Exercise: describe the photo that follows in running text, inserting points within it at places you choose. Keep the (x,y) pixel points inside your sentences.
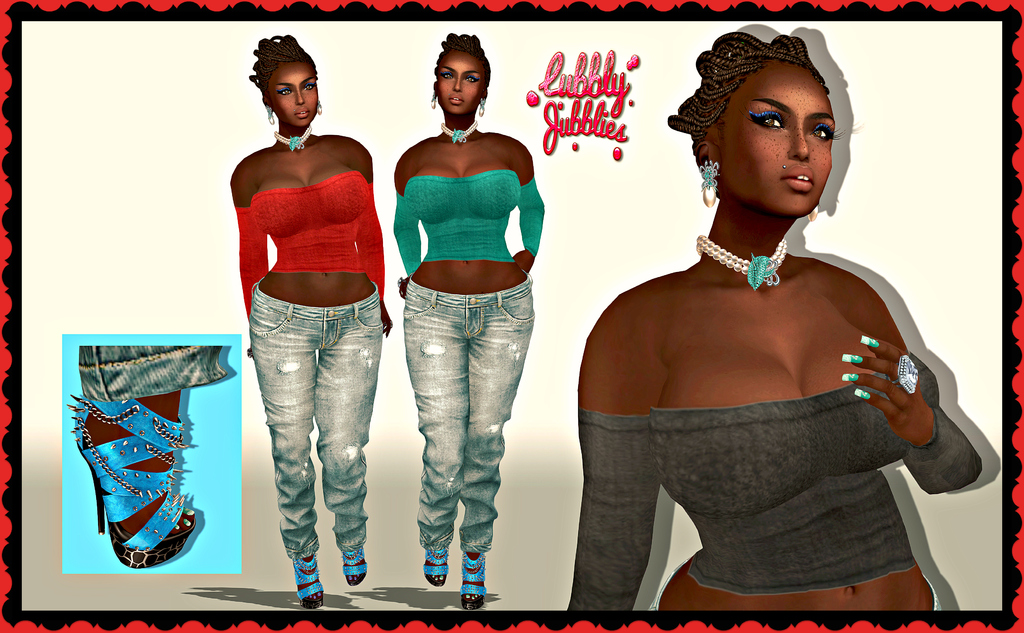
This image is a cartoon. In this image we can see women (319,330) standing.
